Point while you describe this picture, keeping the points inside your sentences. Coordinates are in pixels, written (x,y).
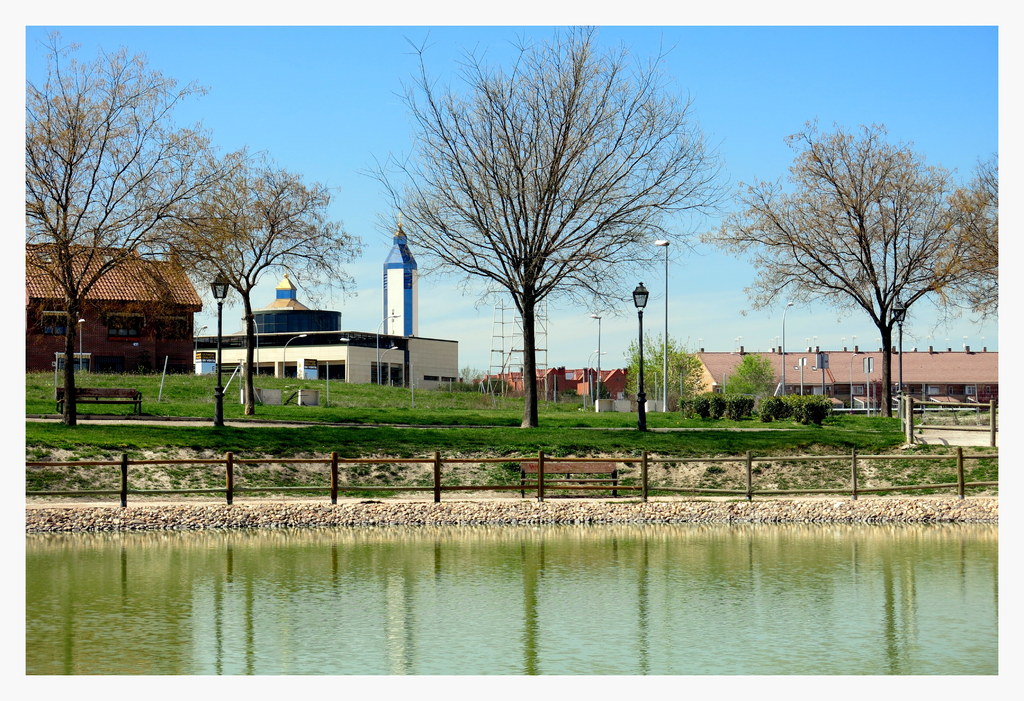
In this picture we can observe water (257,591). There is a wooden railing (128,465) and a bench (590,464). We can observe dried trees (880,252) and plants (759,368) on the ground (368,416). In the background (298,327) there are buildings (435,351), poles (641,377) and a sky (389,150).
